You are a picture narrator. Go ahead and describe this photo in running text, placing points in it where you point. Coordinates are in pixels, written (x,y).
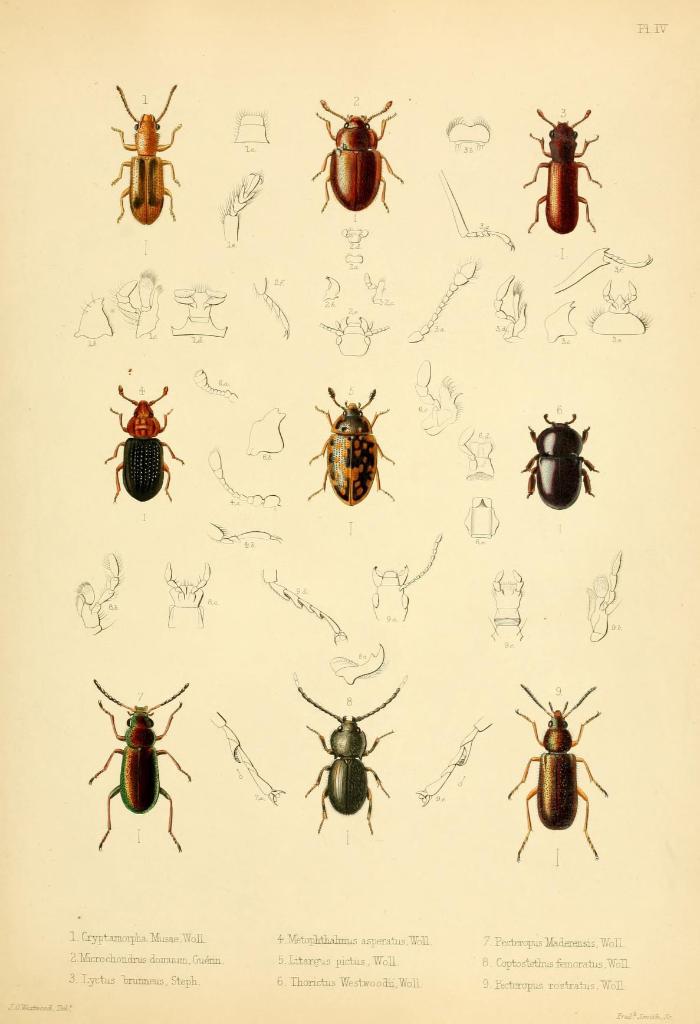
This is the picture of an art. In this picture, we see the insects (166,388) and these insects (148,450) are in black, red and brown color. At the bottom (159,961), we see some text (568,941) written on the paper (222,492). In the background (346,590), it is white in color and this might be a paper (426,879).
